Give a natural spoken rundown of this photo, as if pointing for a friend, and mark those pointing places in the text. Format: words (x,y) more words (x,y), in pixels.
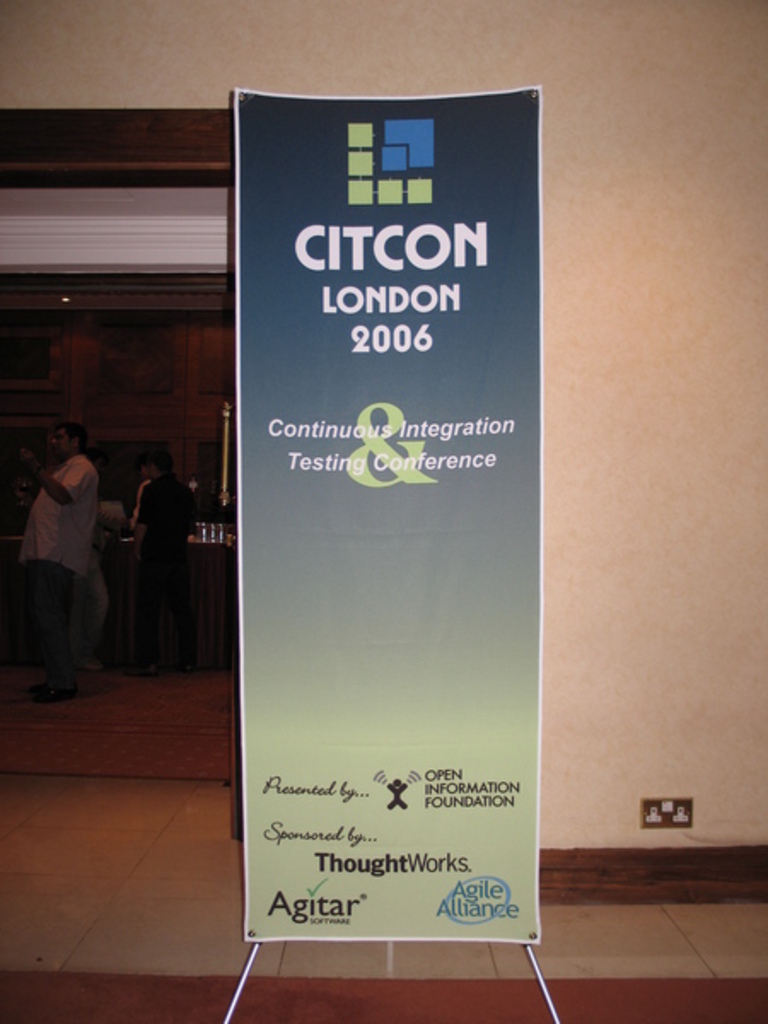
In this image I can see few people (103,458), wall (747,345) and the board (415,546) and something is written on the board (441,727).
